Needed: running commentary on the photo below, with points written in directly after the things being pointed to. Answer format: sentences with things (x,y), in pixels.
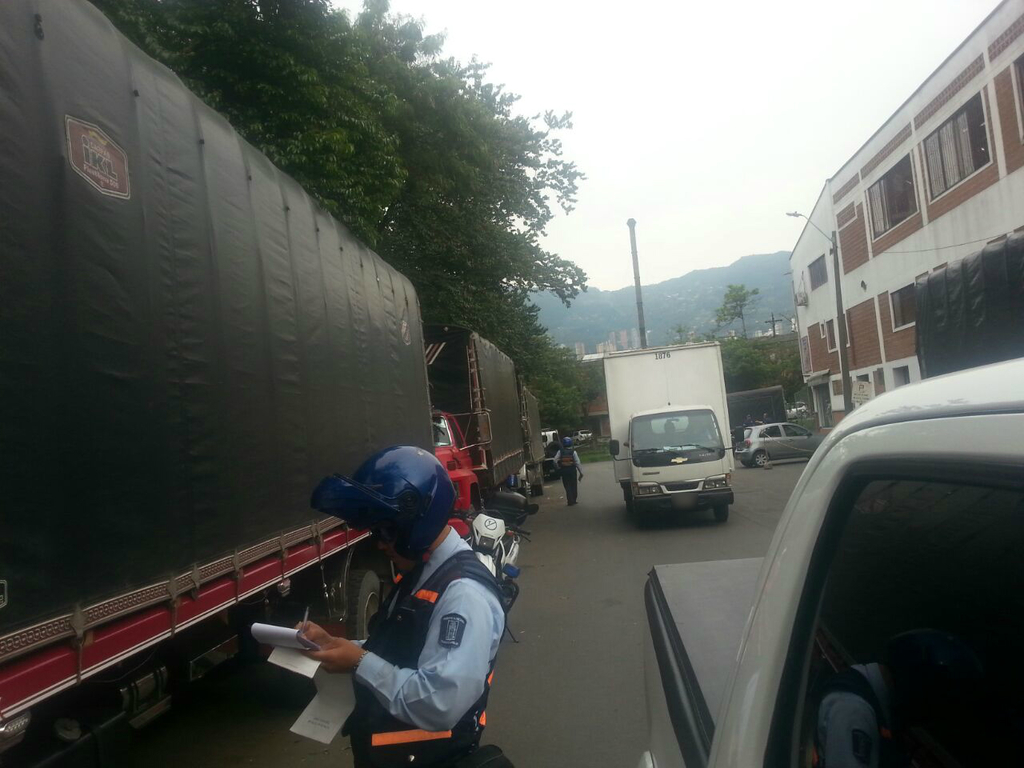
There is one person (405,602) standing and holding a pen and paper (276,631). There are vehicles (696,461) present in the background (654,466). We can see trees (444,285) in the middle of this image (489,267) and the sky (648,165) is at the top of this image (663,116).
